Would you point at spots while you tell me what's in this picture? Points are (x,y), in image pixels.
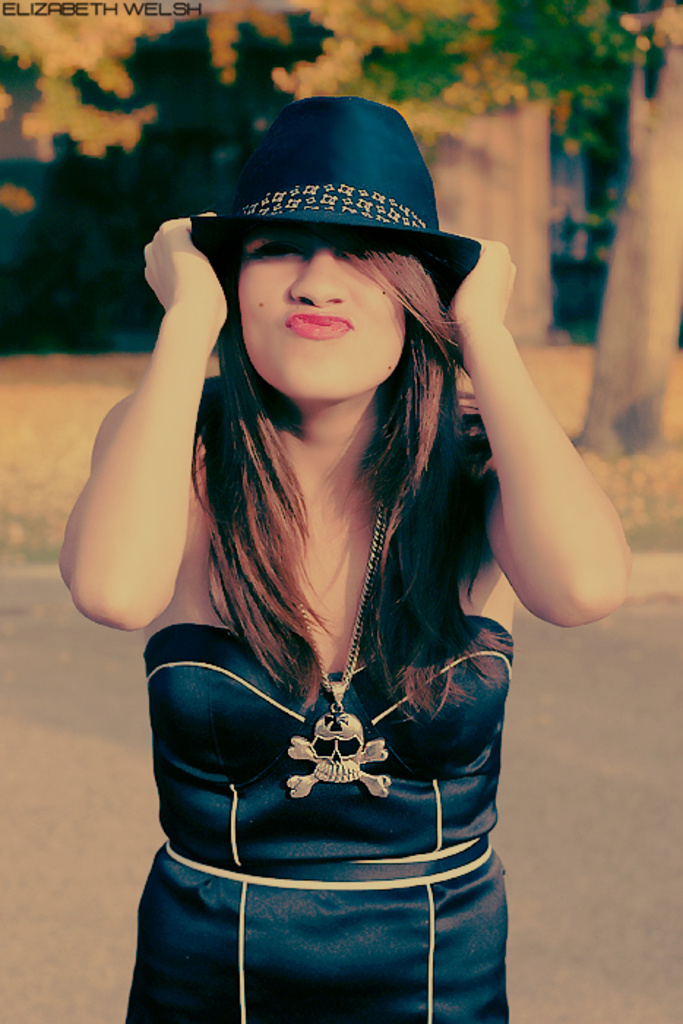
This is a close up image of a woman (360,674) wearing clothes (340,788), neck chain (332,721) and hat (340,191). The background (70,226) is blurred.
